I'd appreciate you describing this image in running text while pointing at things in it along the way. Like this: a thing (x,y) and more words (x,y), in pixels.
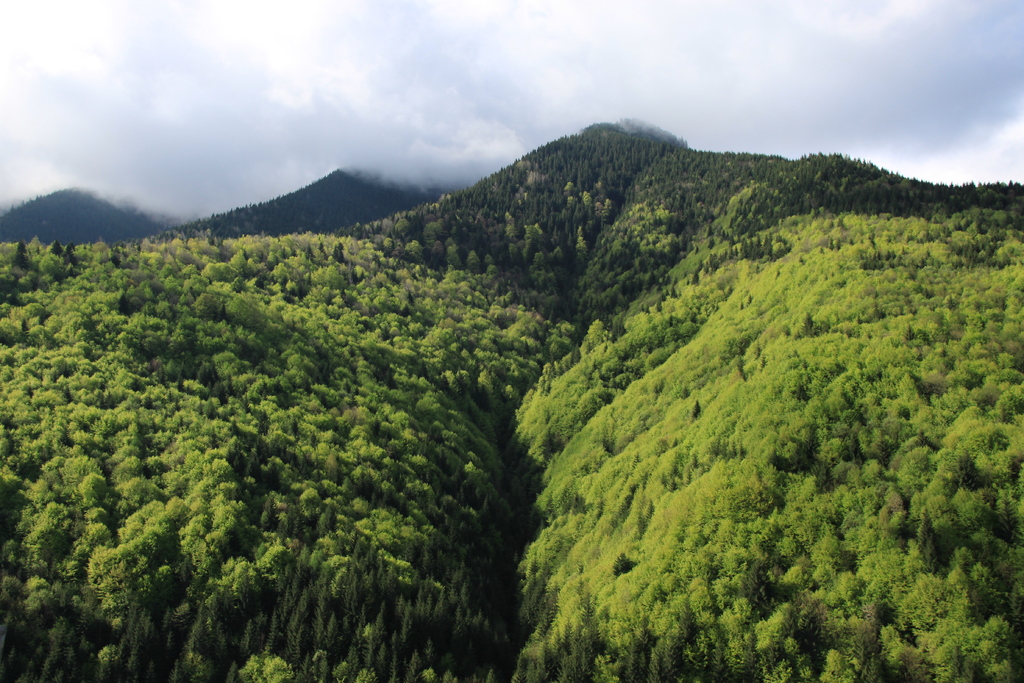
This picture might be taken outside of the city. In this image, we can see some trees (209,440). In the background (214,233), there are some mountains (440,211). On the top (401,62), we can see a sky (401,52) which is cloudy.
